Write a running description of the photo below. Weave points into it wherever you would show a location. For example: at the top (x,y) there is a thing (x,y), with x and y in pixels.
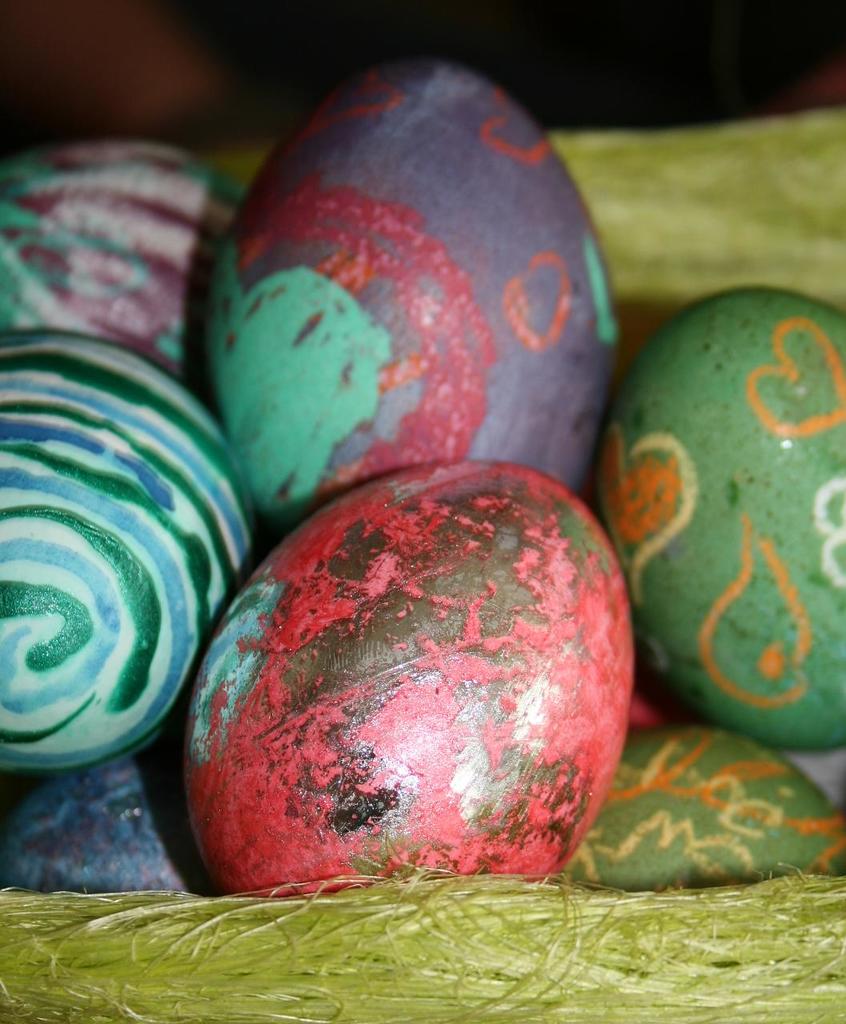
In this image, we can see some eggs (361,369) with painting (460,867) on it and the eggs (690,808) are on the nest (711,979). At the top (610,34), we can see black color.
